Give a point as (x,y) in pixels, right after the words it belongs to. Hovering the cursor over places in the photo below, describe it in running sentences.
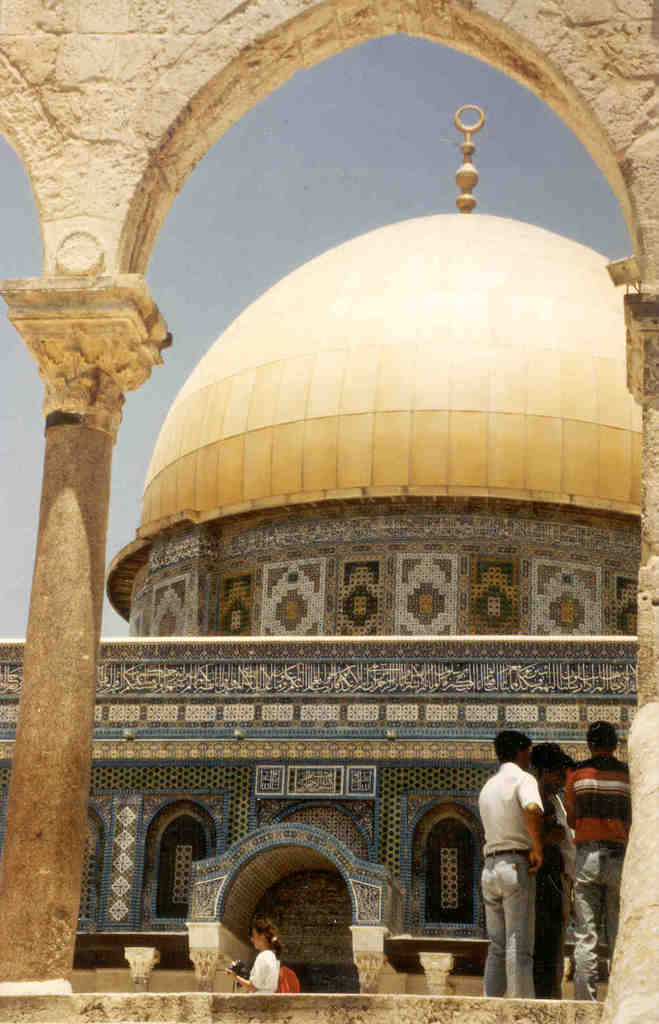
In this image in the center (257,561) there is one mosque (397,580) and there are some people (575,842), in the foreground (127,163) there are some pillars (630,331) and wall (134,137). On the top of the image (278,123) there is sky (381,134).
